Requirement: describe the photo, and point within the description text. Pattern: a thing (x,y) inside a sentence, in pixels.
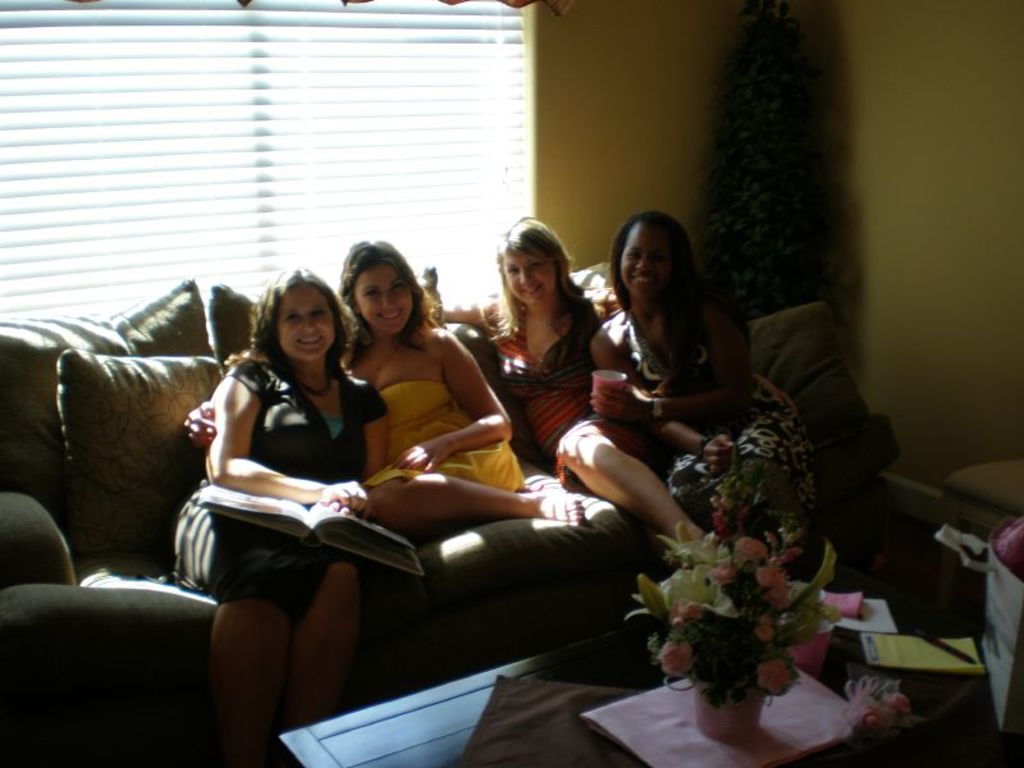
Here we can see a group of women (572,407) sitting on a couch (86,541) smiling and in front of them there is a table (390,737) and plant (771,645) present and behind them we can see window flaps (16,206).
